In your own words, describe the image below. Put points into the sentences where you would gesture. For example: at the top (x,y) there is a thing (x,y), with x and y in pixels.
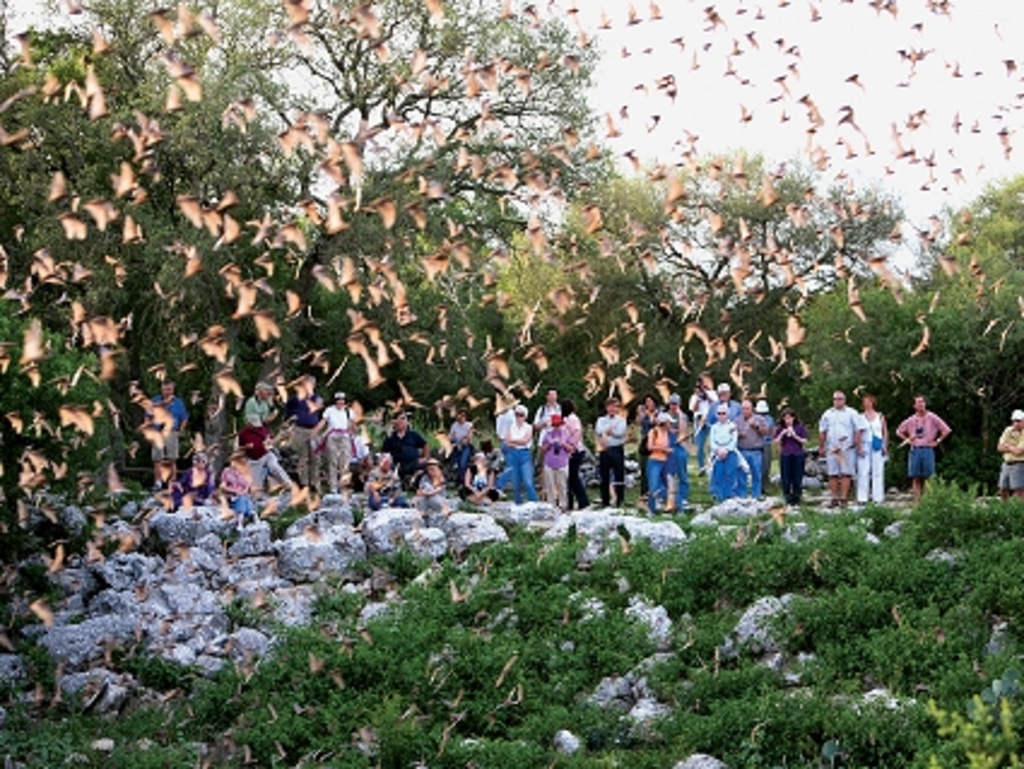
In the picture we can see, full of plants (880,652) and white colored rocks (218,548) to it and behind it, we can see some people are standing and watching the bats (258,326) which are flying and the bats (275,330) are cream in color and behind the people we can see full of trees (96,229) and sky (894,69).
